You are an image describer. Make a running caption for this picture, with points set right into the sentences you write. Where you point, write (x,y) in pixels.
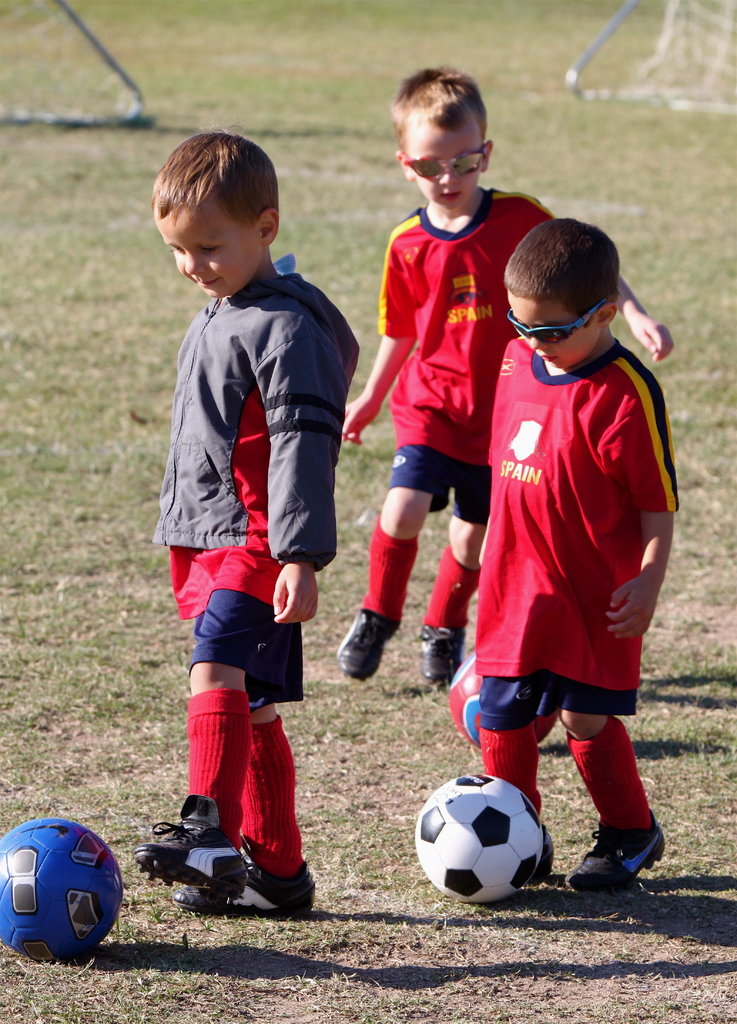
These 3 boys (494,336) are playing the foot ball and he is smiling. This is a grass (105,416).
